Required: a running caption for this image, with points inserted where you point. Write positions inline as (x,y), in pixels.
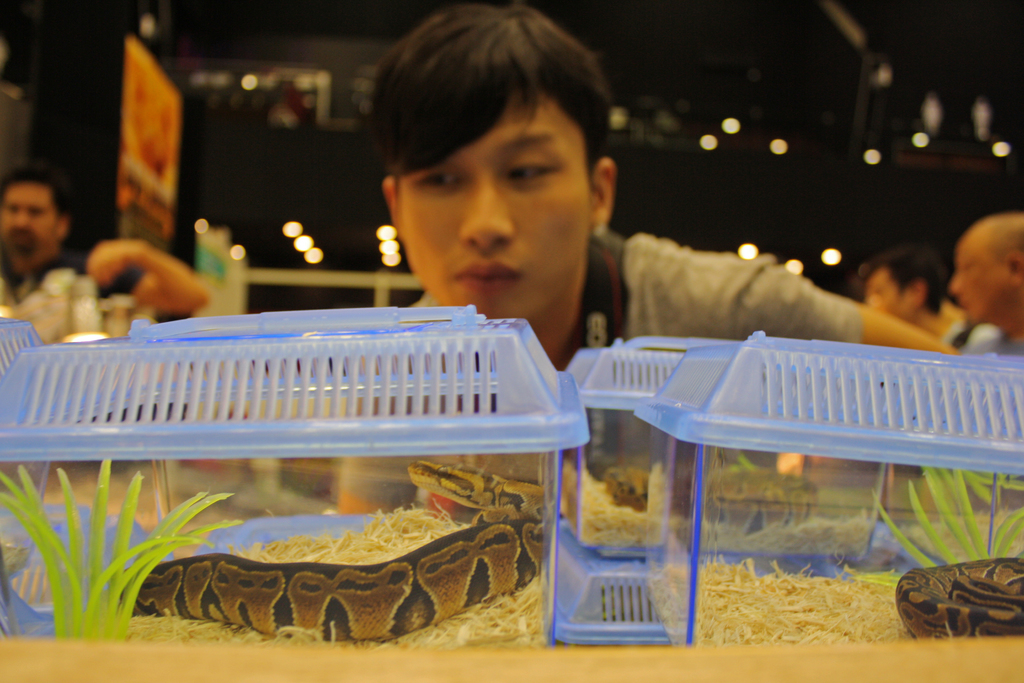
Here in this picture we can see some plastic containers (289,525) with snakes (495,543) in it present on the table (184,680) over there, we can also see grass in the containers (536,394), beside them we can see people (417,226) standing here and there and we can also see lights (282,229) on the roof (279,261) over there.
